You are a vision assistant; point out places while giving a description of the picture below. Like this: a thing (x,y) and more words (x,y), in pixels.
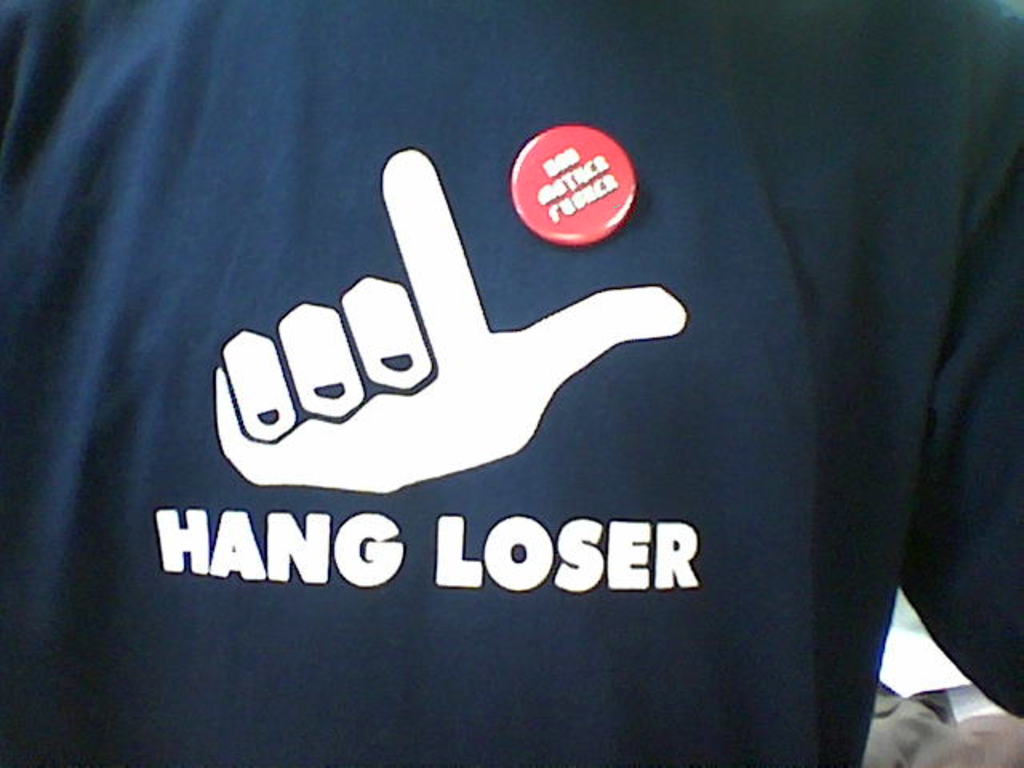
In the image we can see t-shirt (741,233) and a symbol (380,294), this is a text (297,576).
